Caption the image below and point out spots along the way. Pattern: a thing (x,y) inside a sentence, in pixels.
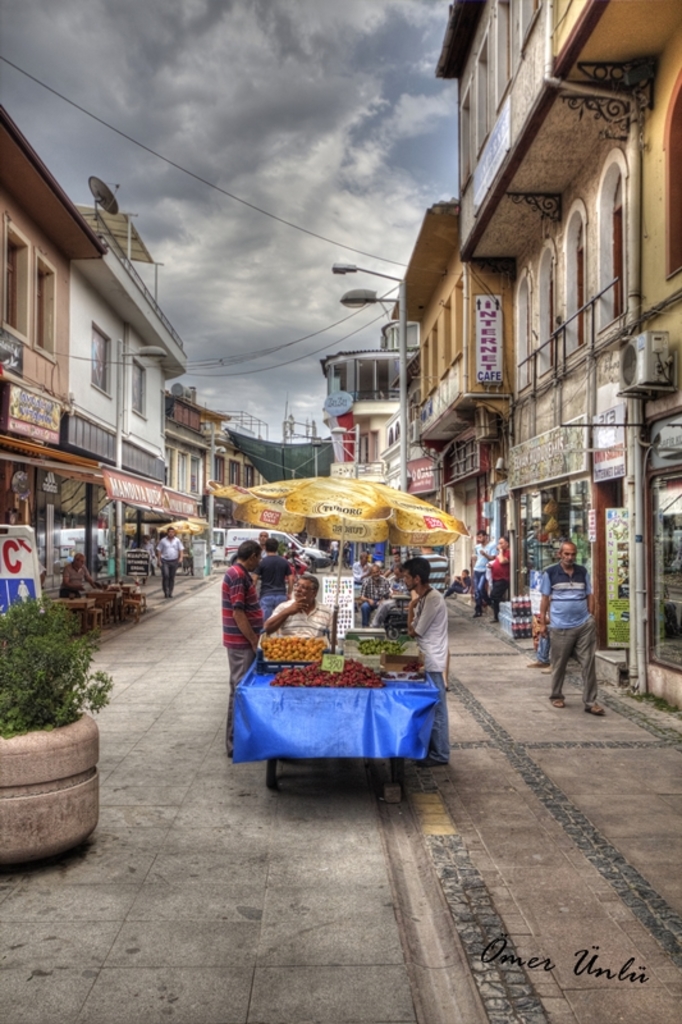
In the center of the image (317,667), we can see some fruits (294,654) and trays (374,666) are on the table (291,703) and there is an umbrella (291,521) and we can see people (502,592) and one of them is sitting on the chair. In the background (607,390), there are buildings (152,464), boards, poles (317,472), some stores (493,518), railings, lights (377,300) and a plant (21,685). At the top (285,226), there are clouds (323,71) in the sky (184,86) and at the bottom (284,896), there is a road (310,910) and we can see some text (538,966).
